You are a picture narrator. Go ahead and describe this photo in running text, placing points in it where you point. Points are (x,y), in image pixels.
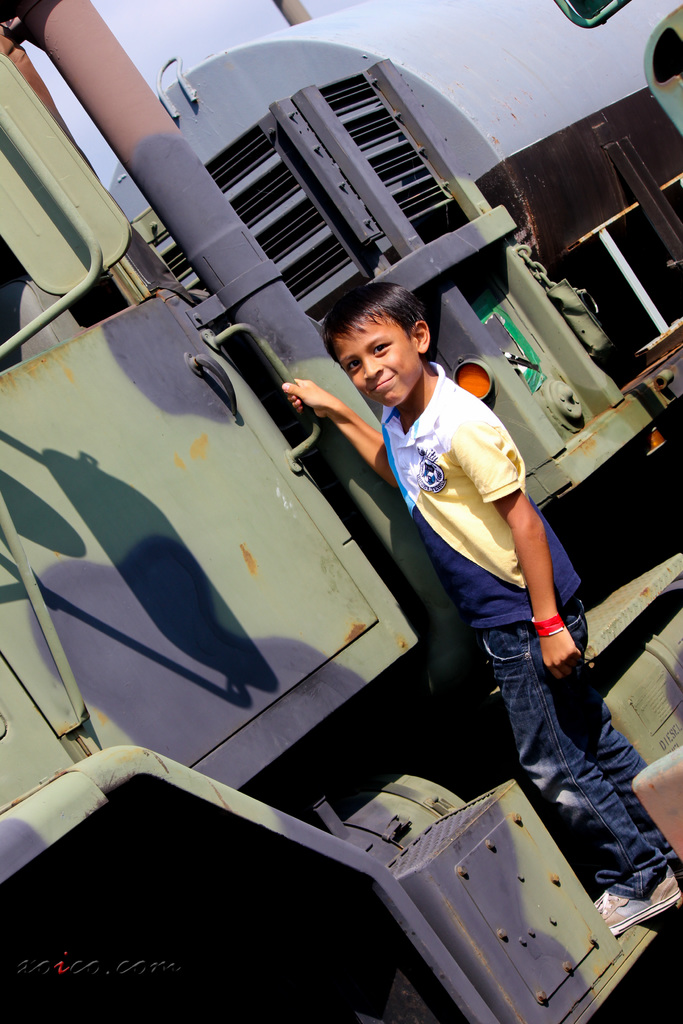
In this image we can see a child (592,714) wearing t-shirt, jeans (637,826) and shoes (653,883) is standing on the truck (303,653) and smiling.
